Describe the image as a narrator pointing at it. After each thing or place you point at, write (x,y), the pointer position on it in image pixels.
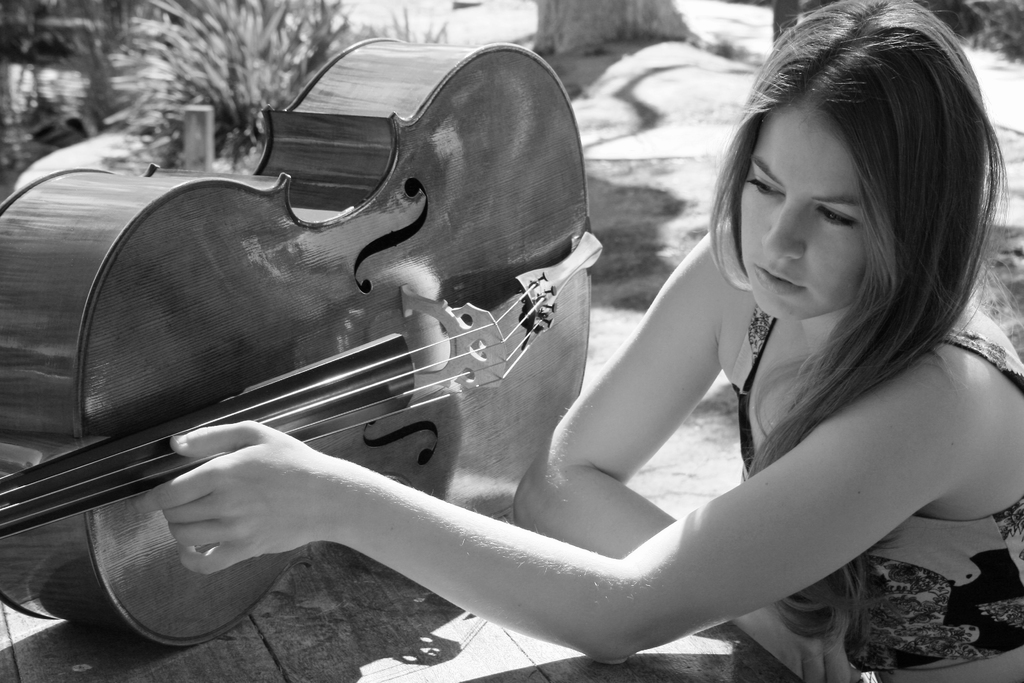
There is a lady (886,394) and she is touching a cello (178,383). And there is a table (312,616) and on this table (310,581) cello (236,582) is placed.
